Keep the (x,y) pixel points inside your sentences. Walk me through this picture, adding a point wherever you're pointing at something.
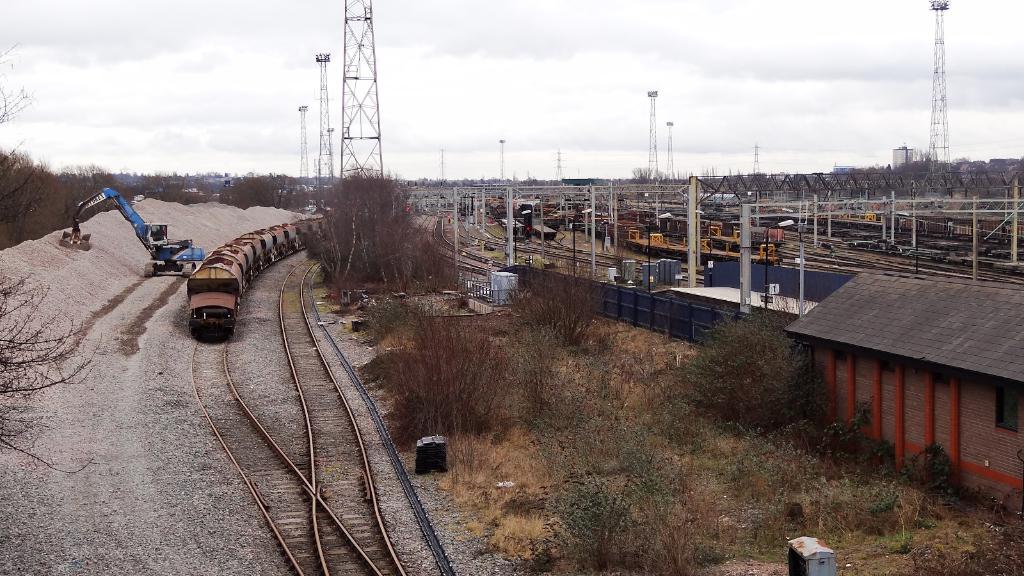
There is a train (241,270) on the track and there are few other trains (704,235) on the tracks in the right corner (720,237) and there are few poles (593,188) above it and there are trees (58,176) in the left corner (80,175).
